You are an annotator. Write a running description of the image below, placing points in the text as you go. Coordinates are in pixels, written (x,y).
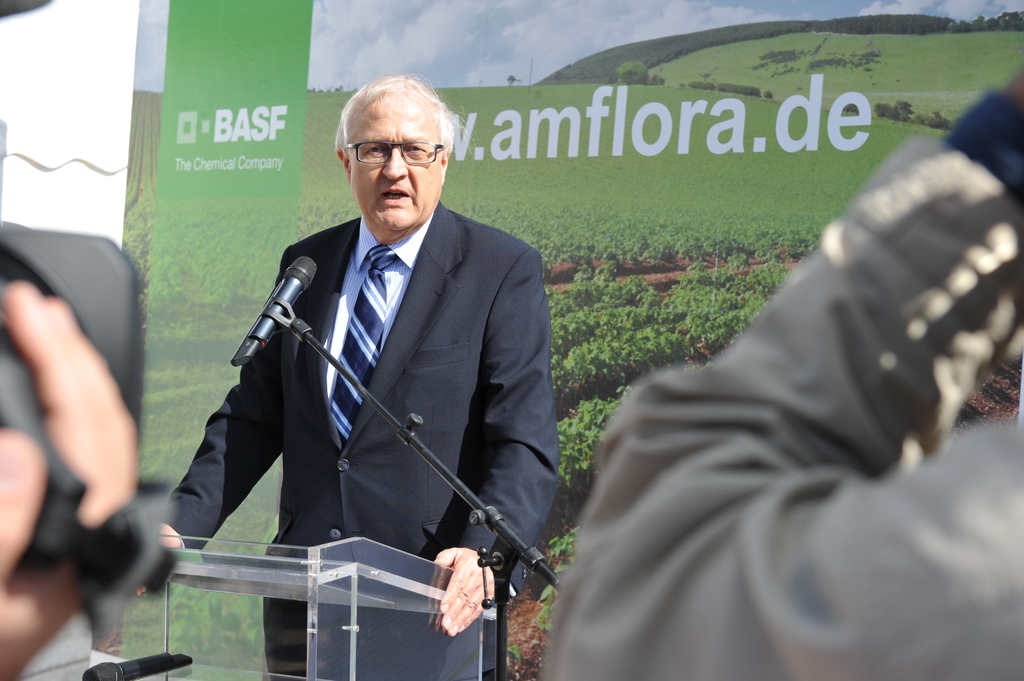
In this picture we can see few people (353,411), on the left side of the image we can see a camera (103,262), in the middle of the image (483,307) we can find a man (462,321), in front of him we can see a podium (272,567) and microphones (290,293), in the background (679,252) we can see a hoarding (650,253).
